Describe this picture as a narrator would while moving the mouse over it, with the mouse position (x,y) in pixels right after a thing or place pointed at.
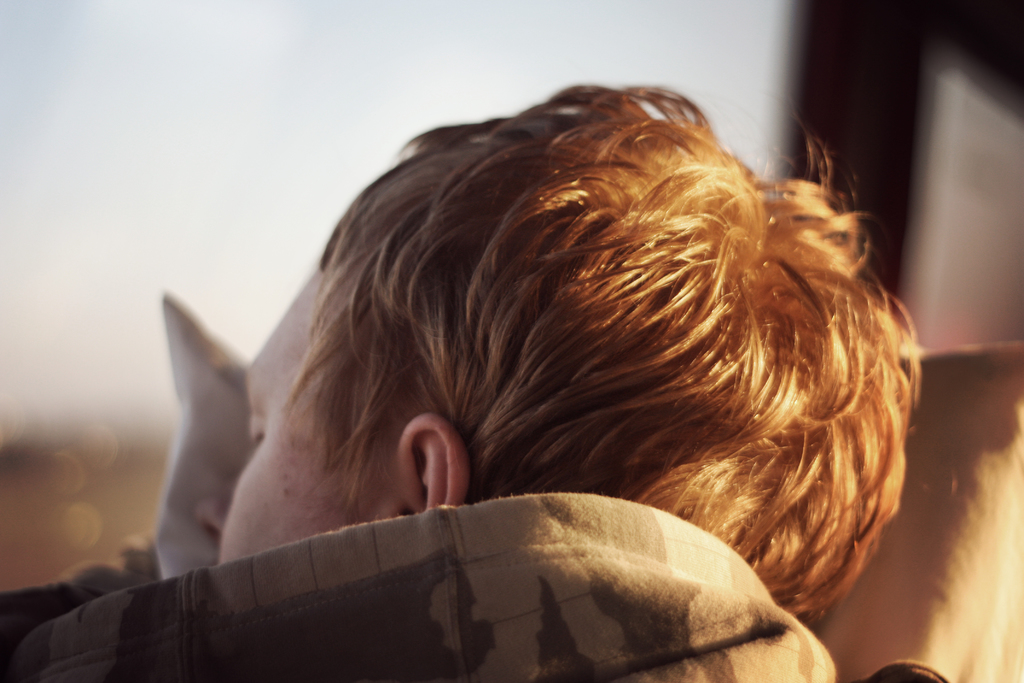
In this image we can see a person (597,493) sleeping on a pillow (940,512) and a blurry background (16,271).
